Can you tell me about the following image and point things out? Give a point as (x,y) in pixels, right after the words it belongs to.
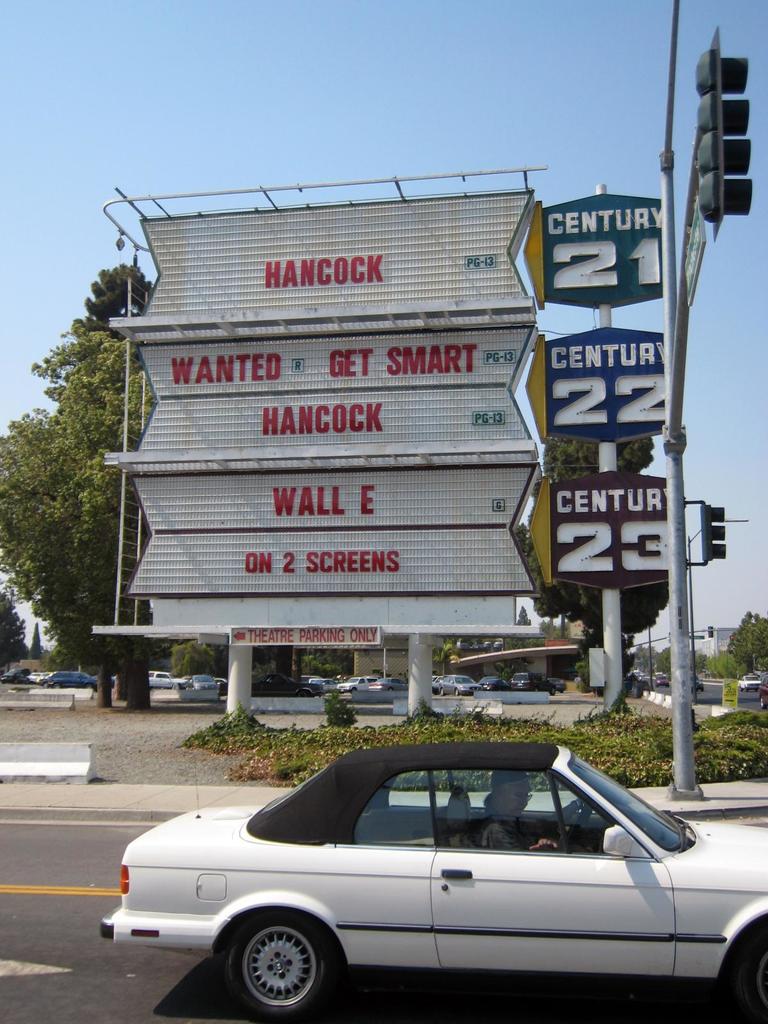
In this image I can see a car (352,777) on the road (20,874). I can see few trees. I can see two poles (680,785). I can see a hoarding (314,529) with some text (296,493) on it. In the background (287,682) I can see few vehicles (661,681). I can see some grass (537,731).
